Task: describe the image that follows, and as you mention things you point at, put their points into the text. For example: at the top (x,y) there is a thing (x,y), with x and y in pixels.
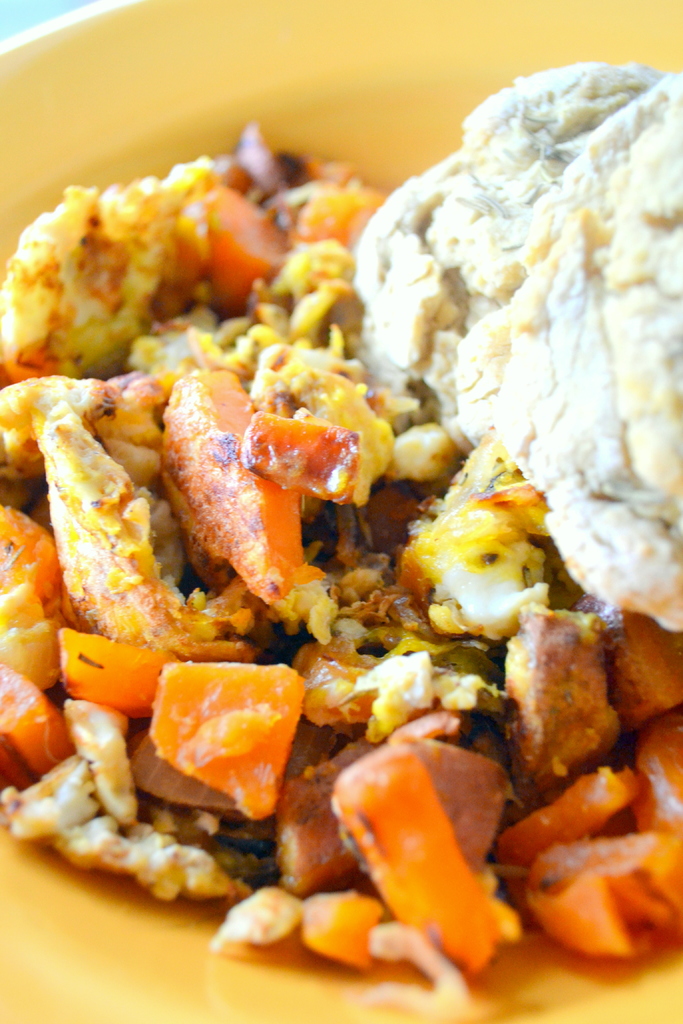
These are the food items (387,417) in yellow color plate (196,138).
